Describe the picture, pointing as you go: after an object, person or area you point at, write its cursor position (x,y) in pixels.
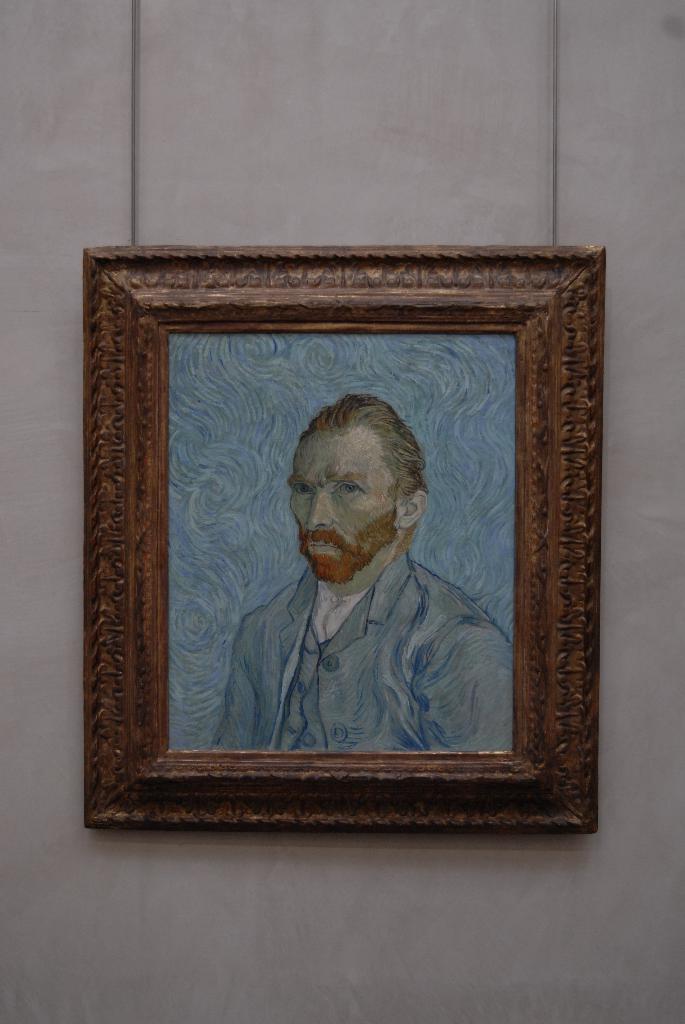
In the center of the image (341,471), we can see a frame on the wall (355,934) and on the board (230,453), we can see a sketch (301,550) of a person (312,567).
